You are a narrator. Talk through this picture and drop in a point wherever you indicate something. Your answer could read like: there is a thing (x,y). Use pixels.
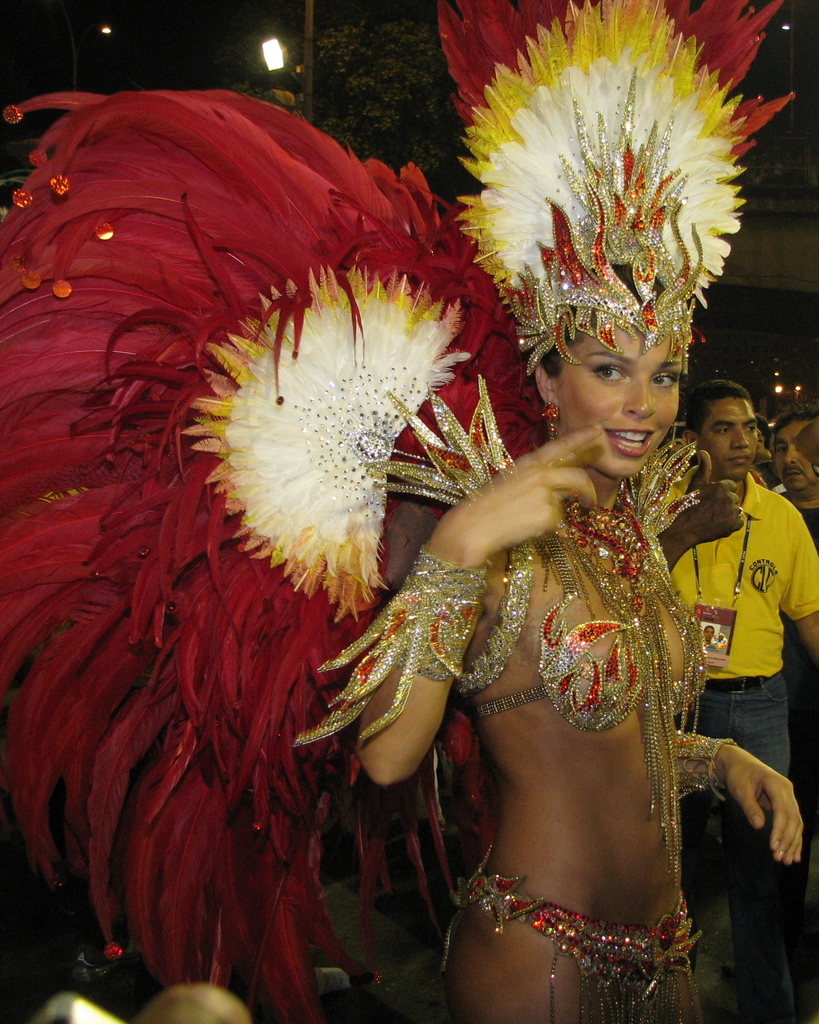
In the picture we can see a woman (522,889) standing with a costume (26,612) of red colored feathers (178,448) and beside her we can see a man (762,920) standing with yellow T-shirt (764,515) and ID card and in the background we can see some lights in the dark.
